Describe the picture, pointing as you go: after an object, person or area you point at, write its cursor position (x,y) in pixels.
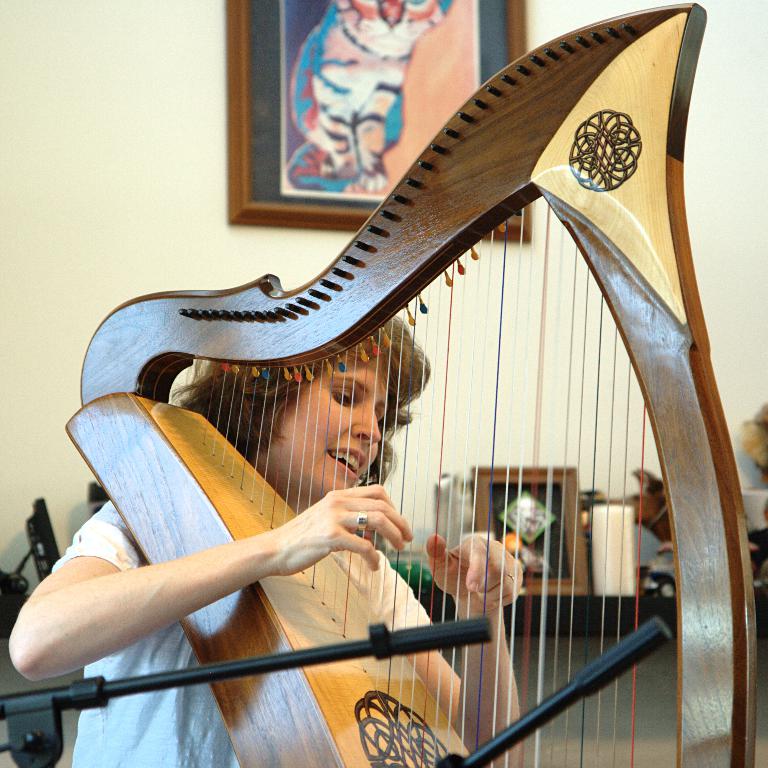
In this picture, we see a woman (196,661) in the white T-shirt (208,750) is playing the musical instrument (144,460) and she is smiling. Beside her, we see the microphones (410,652). Behind her, we see a photo frame (572,490) and some other objects (627,560). In the background (139,283), we see a white wall (126,165) on which a photo frame (377,128) is placed. This picture might be clicked in the room (370,175).
